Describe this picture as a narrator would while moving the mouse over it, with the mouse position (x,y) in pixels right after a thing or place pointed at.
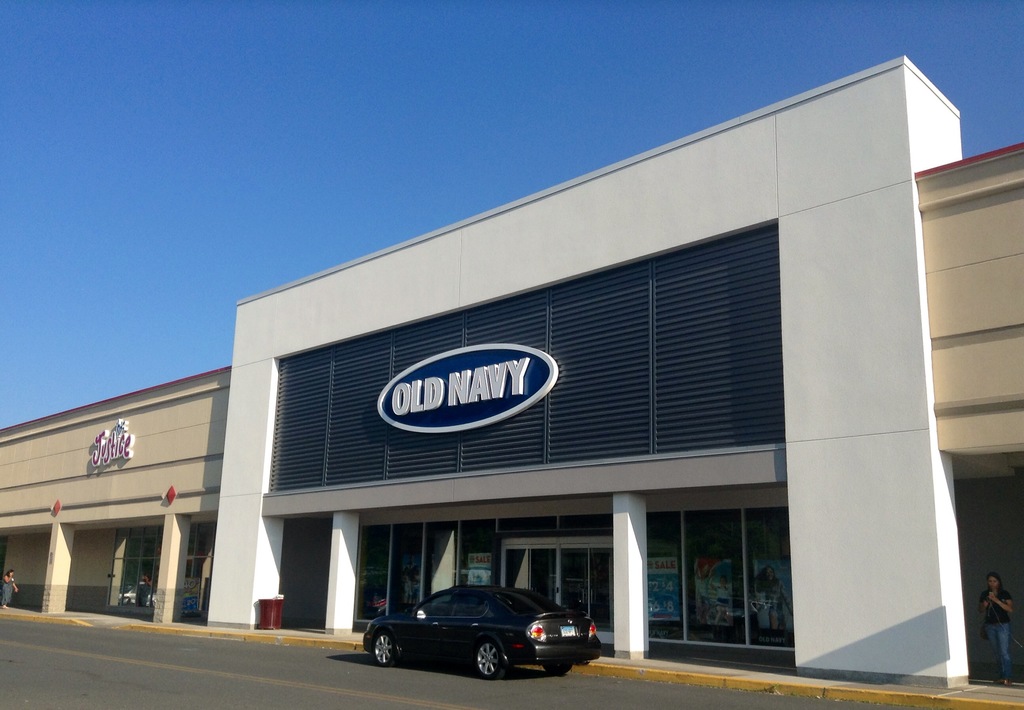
In this image there is a building (166,429), pillars (227,568), boards (479,422), people (994,597), car (433,627), bin (269,619), sky (433,13) and objects (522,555). Something is written on the boards (490,409).
